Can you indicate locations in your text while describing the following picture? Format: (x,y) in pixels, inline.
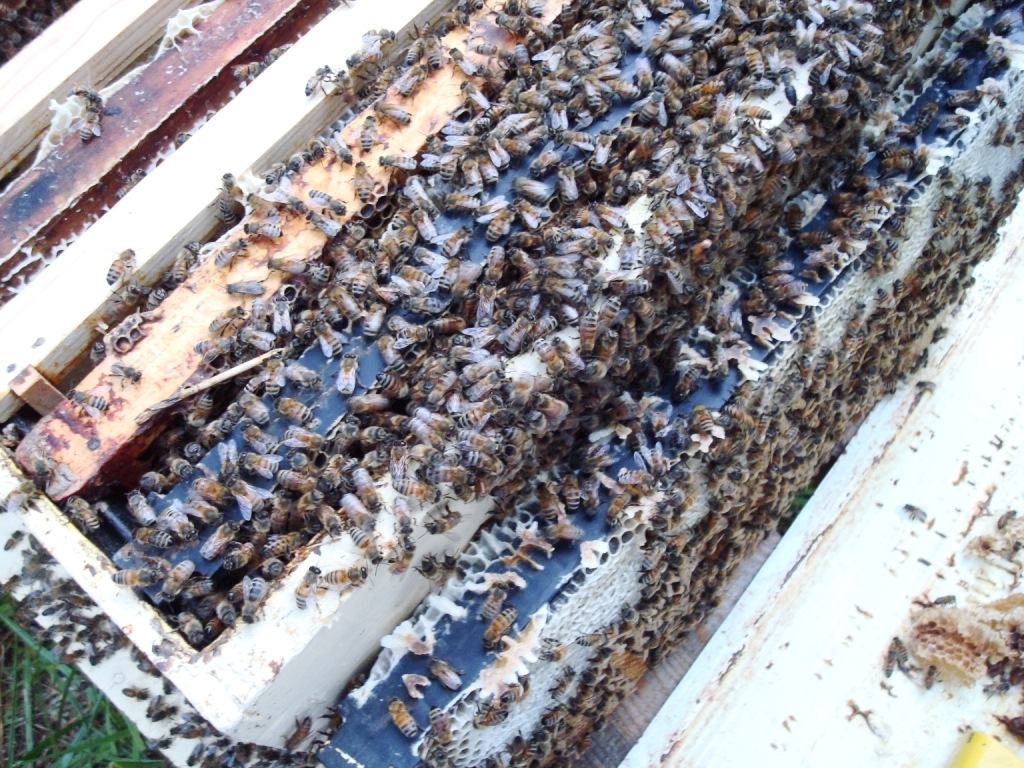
In this image we can see a honey bee hive box (529,374). There are many honey bees (466,294) in the image.
